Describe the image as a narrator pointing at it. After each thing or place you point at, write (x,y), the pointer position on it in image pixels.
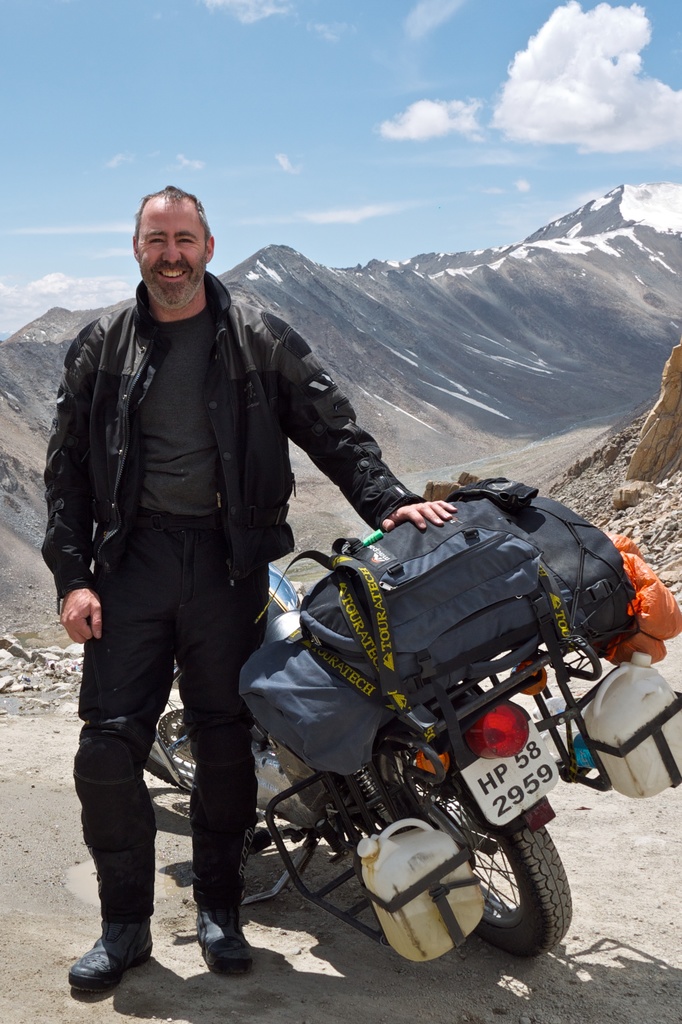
Here I can see a man (145,470) wearing a jacket (115,408), trouser (117,627), standing beside the bike (275,748), smiling and giving pose for the picture. On the bike (285,602) I can see few luggage bags (410,640) and two bottles (639,698). In the background (432,324), I can see the mountains (577,252), stones (623,507) on the ground (43,663). At the top of the image (203,84) I can see the sky (291,86) and clouds (555,89).
